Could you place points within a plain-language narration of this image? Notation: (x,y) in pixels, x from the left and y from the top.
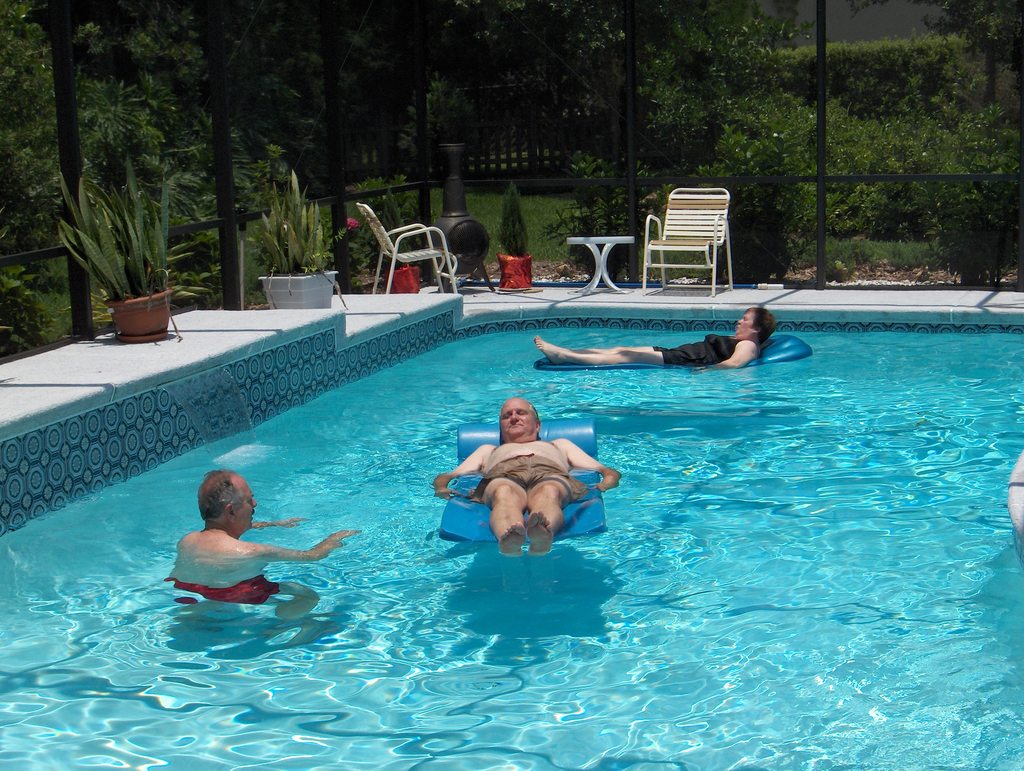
In the foreground of the picture (100,652) there is a swimming pool (401,422), in the pool (409,405) there are people (534,438). In the center of the picture (602,259) there are chairs (697,238), desk (595,274), plants (316,273) and flowers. In the background (479,87) there are trees (403,118) and fencing (631,132).
